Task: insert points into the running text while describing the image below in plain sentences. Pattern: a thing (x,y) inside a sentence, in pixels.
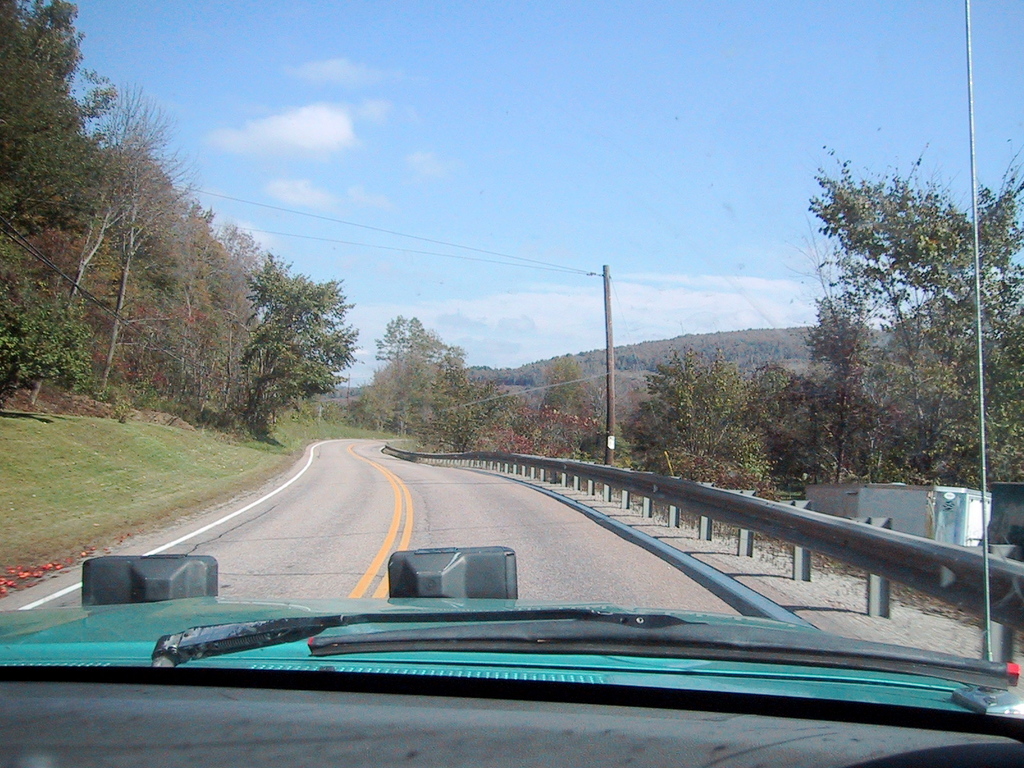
In this image on the left side (205,485) there's grass (162,447) on the ground (123,423) and there are trees (170,313). In the background (379,413) there are trees (433,396) and on the right side (773,423) there are trees (771,418) and there are poles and there is a metal fence (853,526) and there is a wall (871,509). In the background (369,194) the sky (370,208) is cloudy. In the front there is a mirror (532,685) of the car (214,639) and there are wipers (321,645).
